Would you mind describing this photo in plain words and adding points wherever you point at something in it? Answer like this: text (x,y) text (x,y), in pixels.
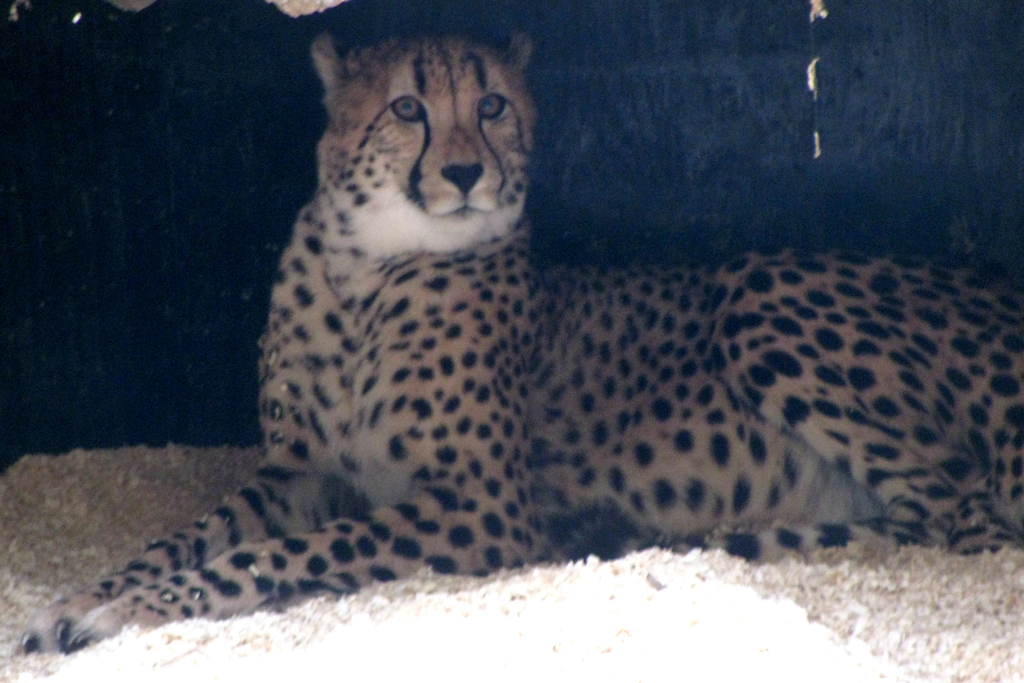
In this image I can see an animal (614,421) in brown, white and black color. Background (928,67) is in black color.
